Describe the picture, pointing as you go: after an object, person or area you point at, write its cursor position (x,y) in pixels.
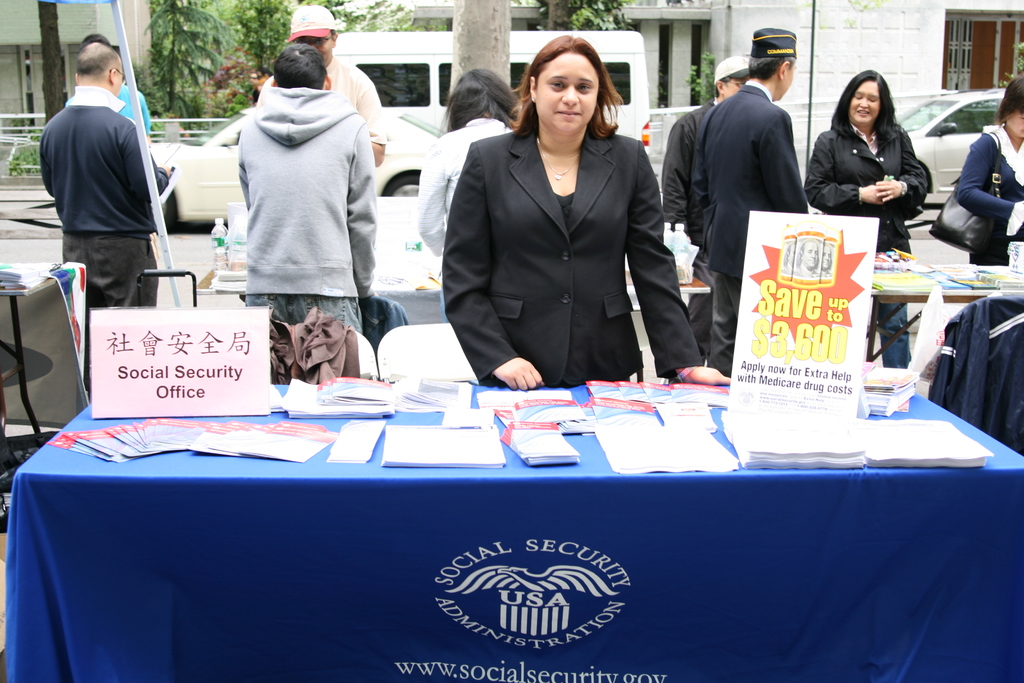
In the center of the image (525,356) there is a woman (544,268) standing. There is a table (540,443) covered with blue color cloth (557,539) in front of the woman (513,206) and on the table (218,448) there are cards (269,440), papers (282,454), books (888,409) and text boards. Behind the women (503,195) there are few people (316,34) standing near the tables (928,267). Image also consists of bottles (681,243), jacket (992,338) and a pole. In the background (129,40) there are trees (473,41), buildings (70,23) and vehicles (508,82) on the road (37,251).
